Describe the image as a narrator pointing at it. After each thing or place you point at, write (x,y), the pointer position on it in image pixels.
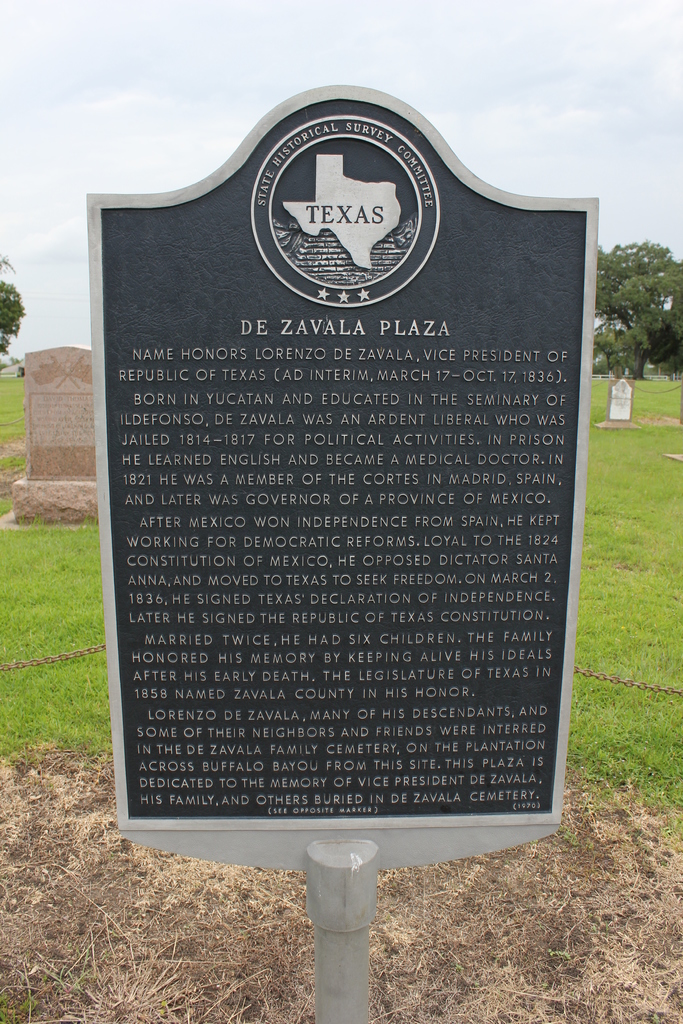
In this image there is a board (275,657) with some text (296,671) on it, behind that there is a graveyard (27,467) on the surface of the grass (660,476). In the background (39,325) there are trees (669,292) and the sky (358,44).
